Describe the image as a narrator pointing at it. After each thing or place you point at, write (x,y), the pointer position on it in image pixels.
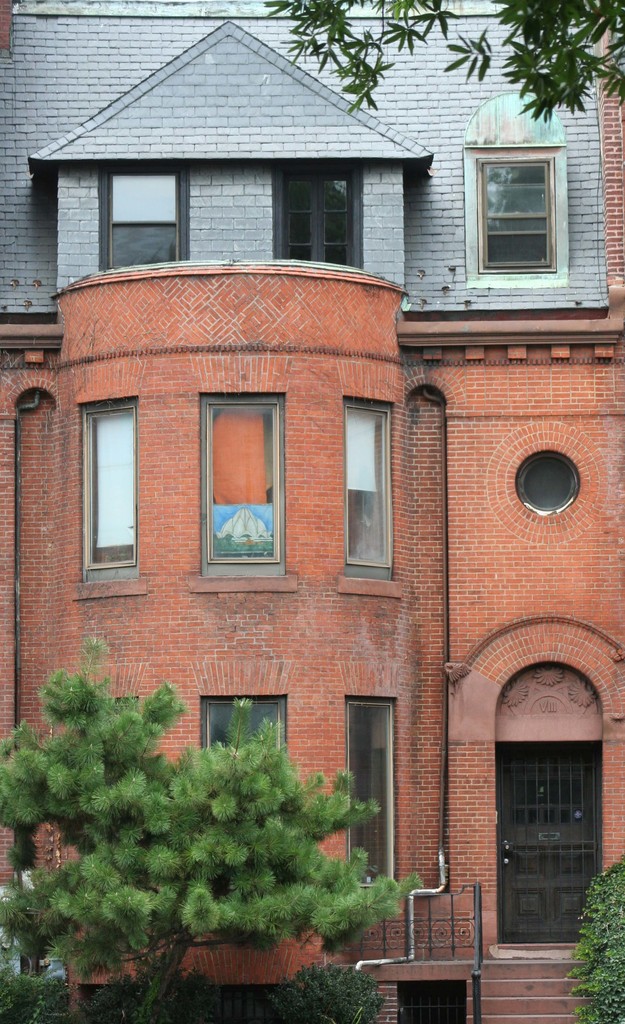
In the center of the image (241,518) there is a building (346,681). At the bottom of the image (526,868) we can see door (536,867), trees (591,940) and stairs (490,1004).
